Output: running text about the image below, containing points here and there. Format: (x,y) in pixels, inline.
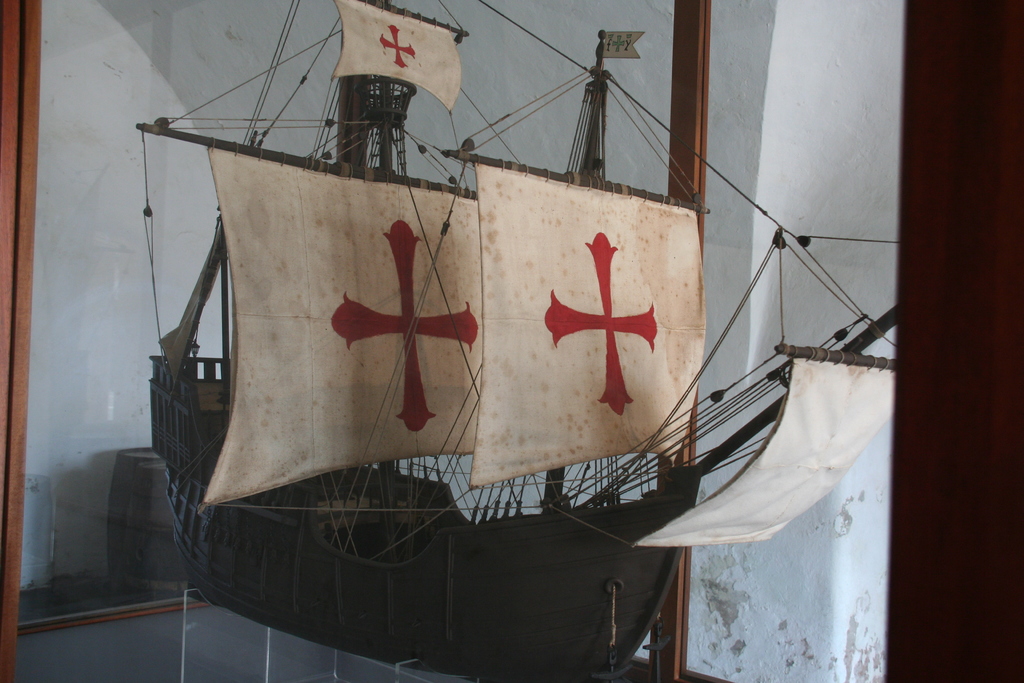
This picture seems to be clicked inside the room (760,252). In the center (565,288) we can see the sculpture of a ship (237,577) with the flags (592,296) and the cables (629,91). In the background (777,181) we can see the wall (789,197), glass (93,489), barrel (117,475) and some other items (259,653).
